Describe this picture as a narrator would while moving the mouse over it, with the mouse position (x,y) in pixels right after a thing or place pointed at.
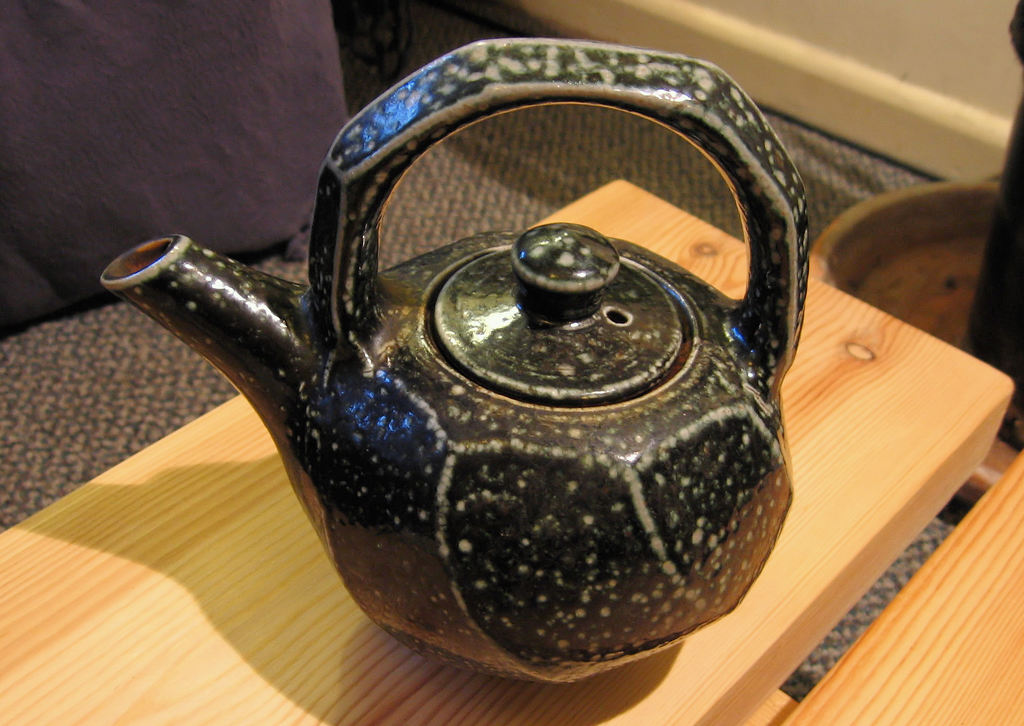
In the image we can see there is table (439,674) on which there is a kettle (624,393) kept which is in black colour.
